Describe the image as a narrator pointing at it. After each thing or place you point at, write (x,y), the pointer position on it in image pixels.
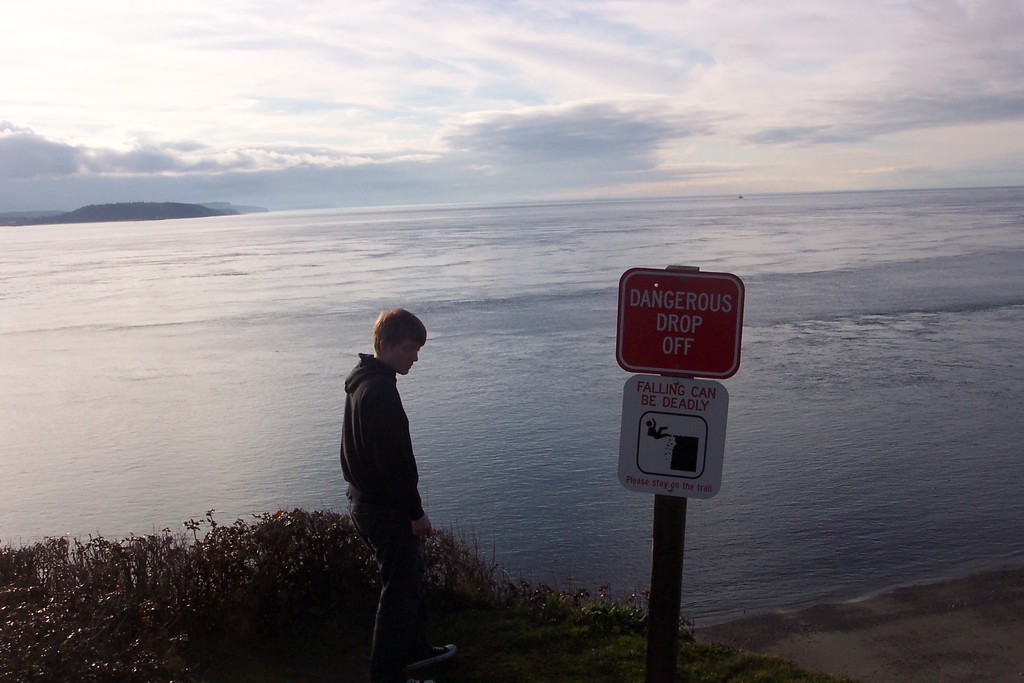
At the bottom (386,477) I can see a man (386,530) is standing on the ground (310,646). Around this man (378,430) I can see some plants (176,563). On the right side of this man (392,491) I can see a pole (670,527) to which two boards (697,347) are attached. On the boards (664,396) I can see some text (681,397). In the middle of the image (408,250) there is a sea (276,286). On the top of the image (453,63) I can see the sky (419,73) and the clouds (537,155).
